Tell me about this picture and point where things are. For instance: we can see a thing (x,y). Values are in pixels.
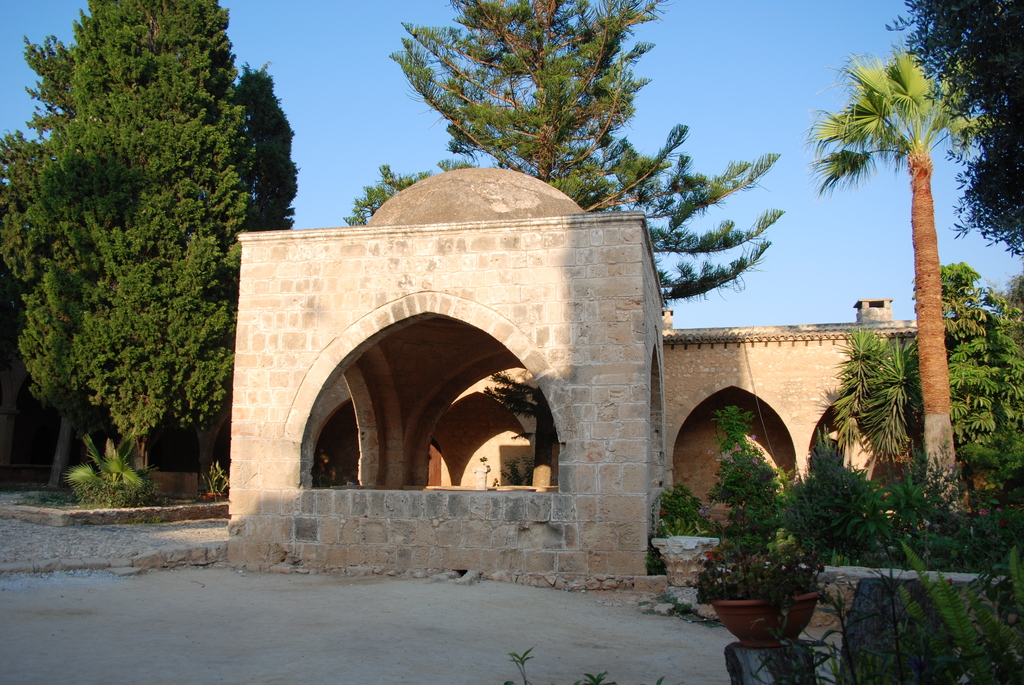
In this picture we can observe a cream color building (553,376) there are some plants (799,511) and trees (583,111). In the background (781,132) there is a sky (357,101).
